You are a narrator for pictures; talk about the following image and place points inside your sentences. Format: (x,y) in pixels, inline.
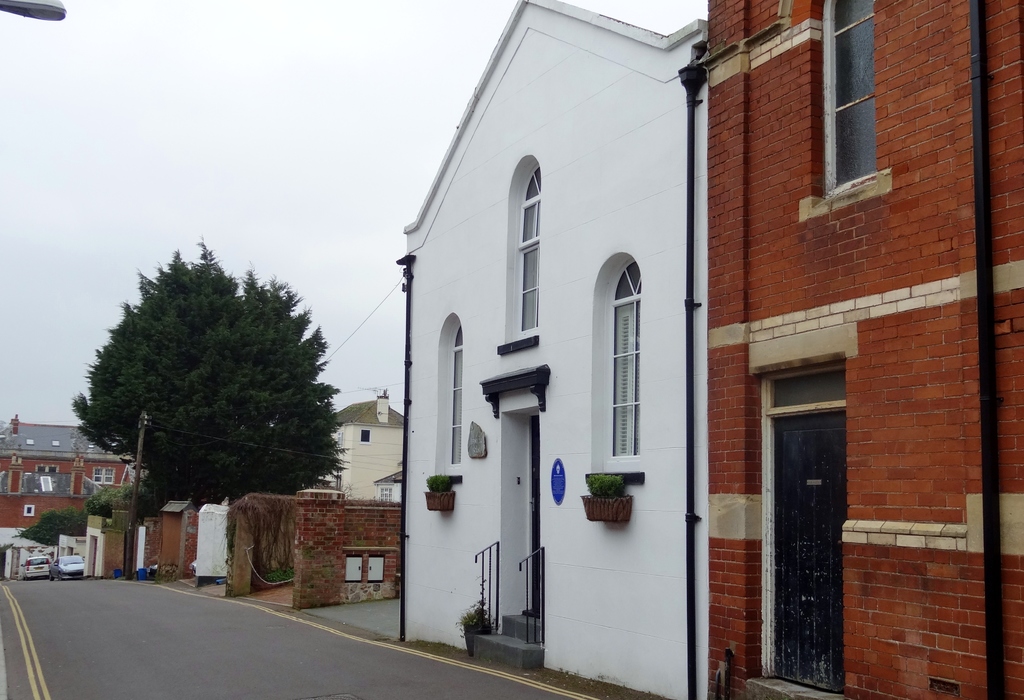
In the picture we can see some house buildings (757,126), which are red in color with a brick (852,299) and beside we can see a house (618,123) which is white in color with some windows (613,434) to it and besides to it, we can see some walls (301,537) and tree (146,455) and some building (67,544) and near to it we can see a road (129,651) and some cars (63,575) on it and we can also see a sky (368,133).
